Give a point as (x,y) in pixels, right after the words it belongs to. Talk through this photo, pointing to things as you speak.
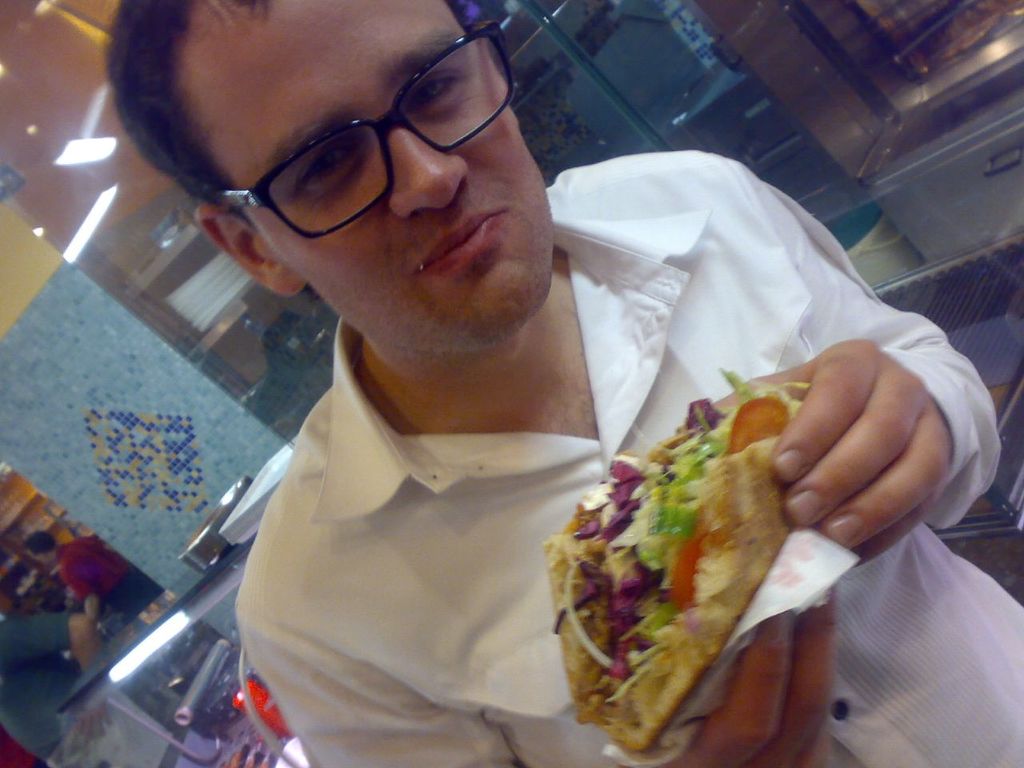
In this picture there is a man (452,424) standing in the front (573,573) and holding food (638,506) in his hand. In the background (142,398) there are plates (223,526) on the table (188,605) and there are persons (57,640) standing, there is a pillar (148,413).
